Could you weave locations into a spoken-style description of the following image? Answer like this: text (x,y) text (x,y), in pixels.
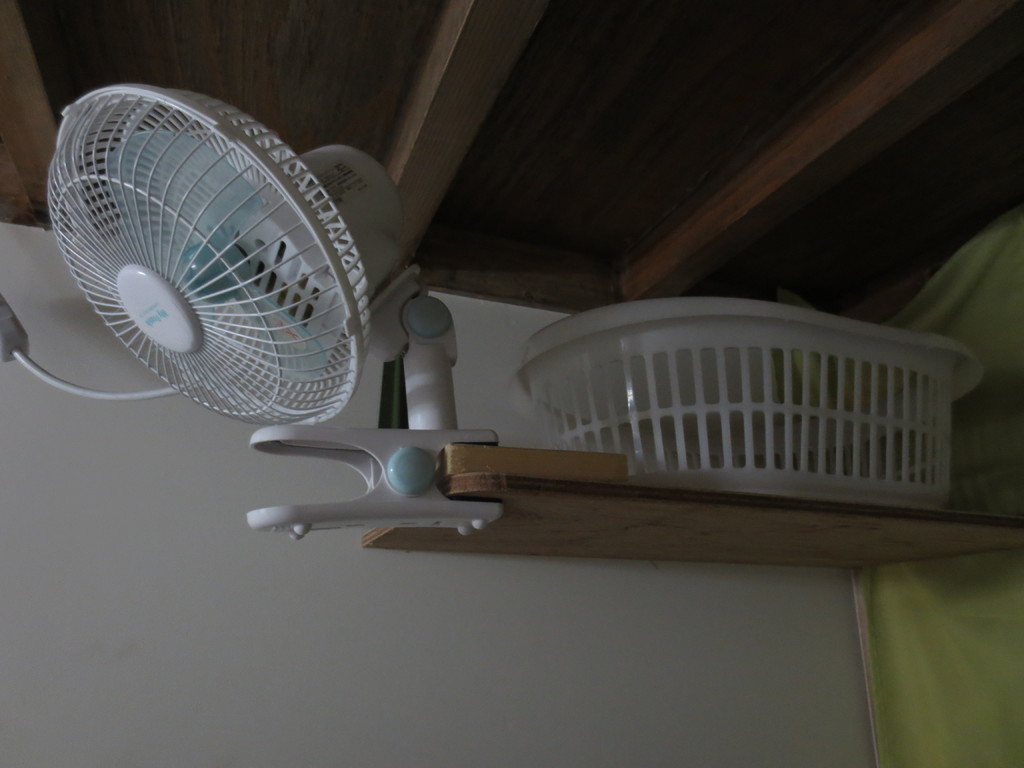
This image is taken indoors. At the top of the image (455,75) there is a roof (461,81). In the background (374,632) there is a wall (268,581). In the middle of the image (412,324) there is a table fan (175,254). On the right side of the image (798,446) there is a basket (770,412) on the shelf (847,519).
